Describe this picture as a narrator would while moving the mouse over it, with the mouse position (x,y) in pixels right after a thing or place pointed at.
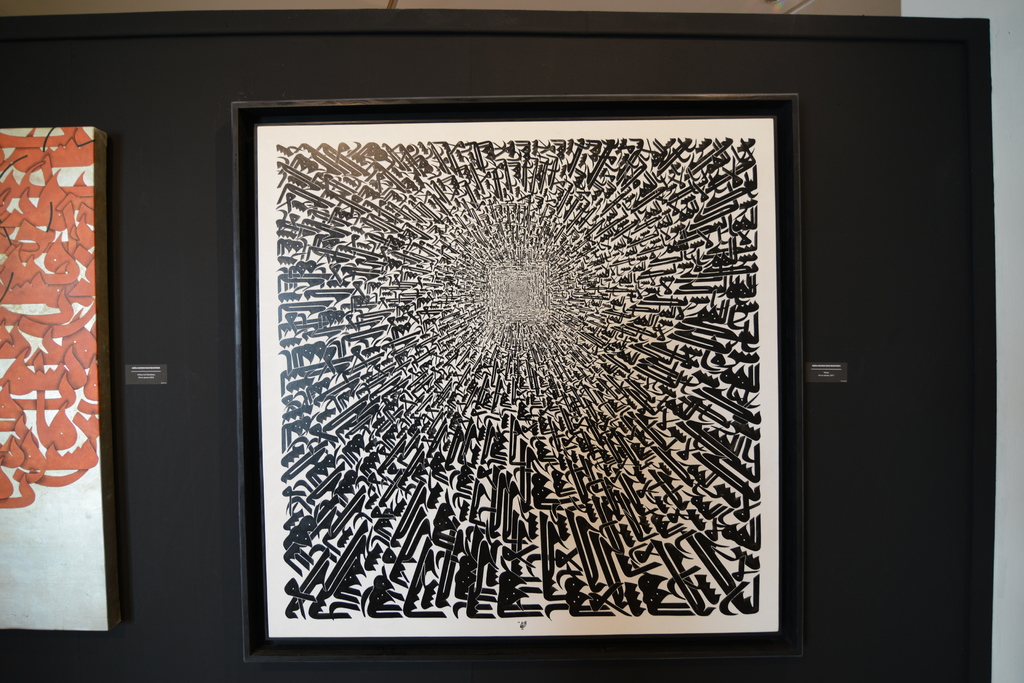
In this image we can see the two frames (406,438) attached to the blackboard (889,254).
